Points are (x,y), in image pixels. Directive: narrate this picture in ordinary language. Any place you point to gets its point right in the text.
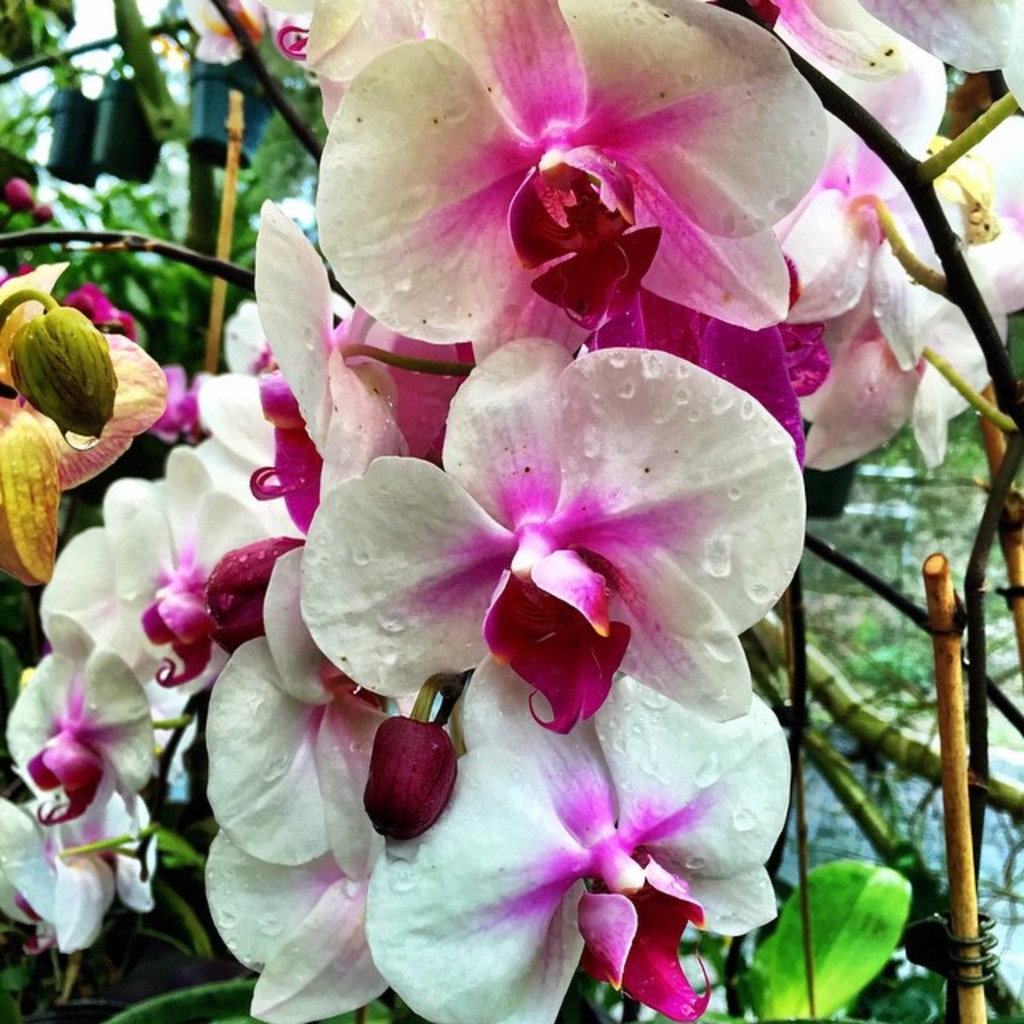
In this image we can see some flowers (558,670) which are of pink and white color and at the background of the image (129,118) we can see some flower pots (240,140).
